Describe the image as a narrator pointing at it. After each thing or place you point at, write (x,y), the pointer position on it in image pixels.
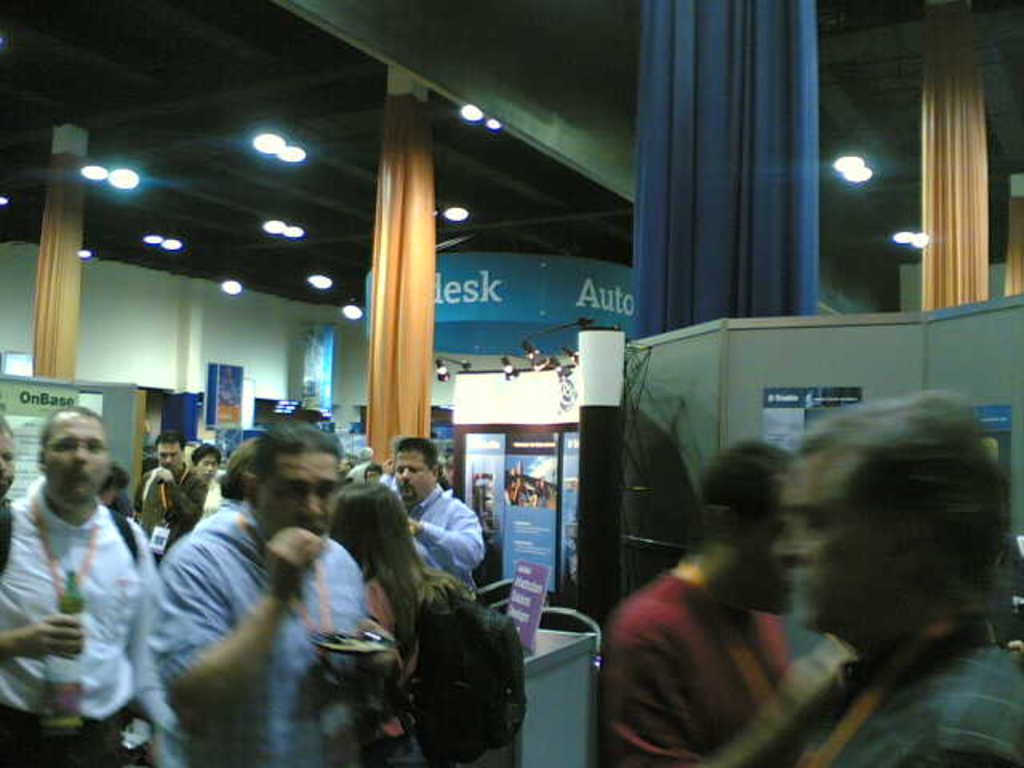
In this image few people (416,598) are on the floor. Left side (96,566) there is a person (83,580) holding a bottle (62,608). Before him there is a person (266,587) holding a plate (362,634). Bottom of the image (571,718) there is a table (535,650) having a board (513,611). Few posters (501,521) are attached to the wall (339,429). There are few pillars (961,254) attached to the roof (501,104) having lights (99,170).
